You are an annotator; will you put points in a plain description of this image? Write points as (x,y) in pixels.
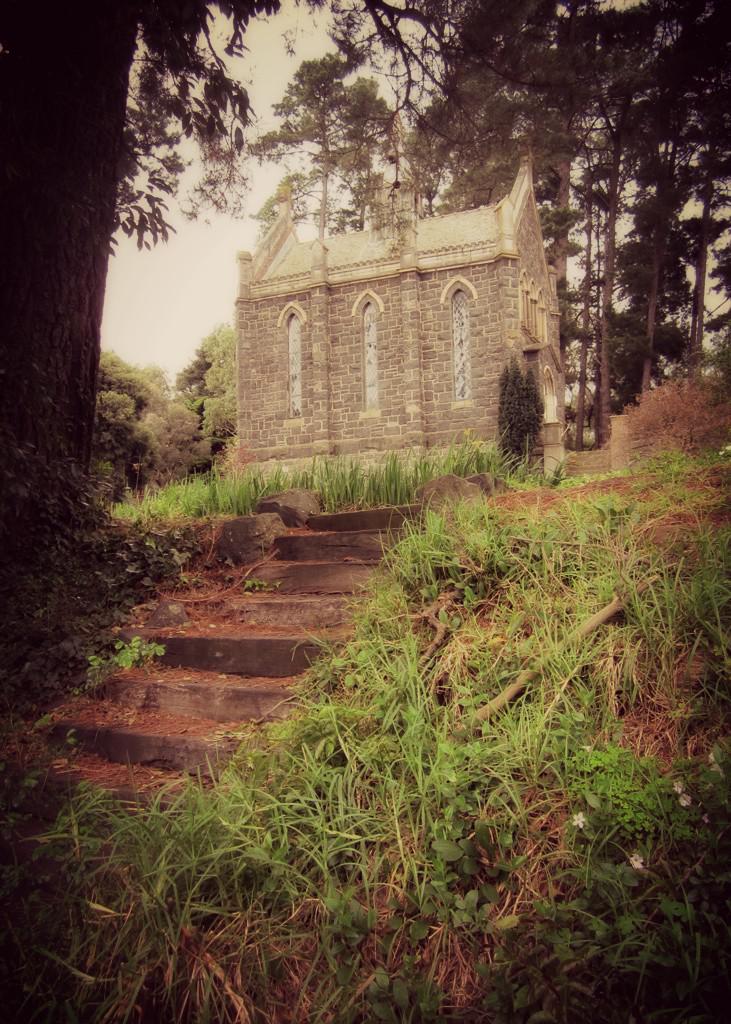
At the bottom of the picture (445,878), we see the grass (380,747) and the staircase (210,712). Beside that, there is a tree (90,145). In the middle of the picture (332,458), we see the building (354,431) which is made up of cobblestones (399,407). There are many trees (208,374) in the background (224,386).
